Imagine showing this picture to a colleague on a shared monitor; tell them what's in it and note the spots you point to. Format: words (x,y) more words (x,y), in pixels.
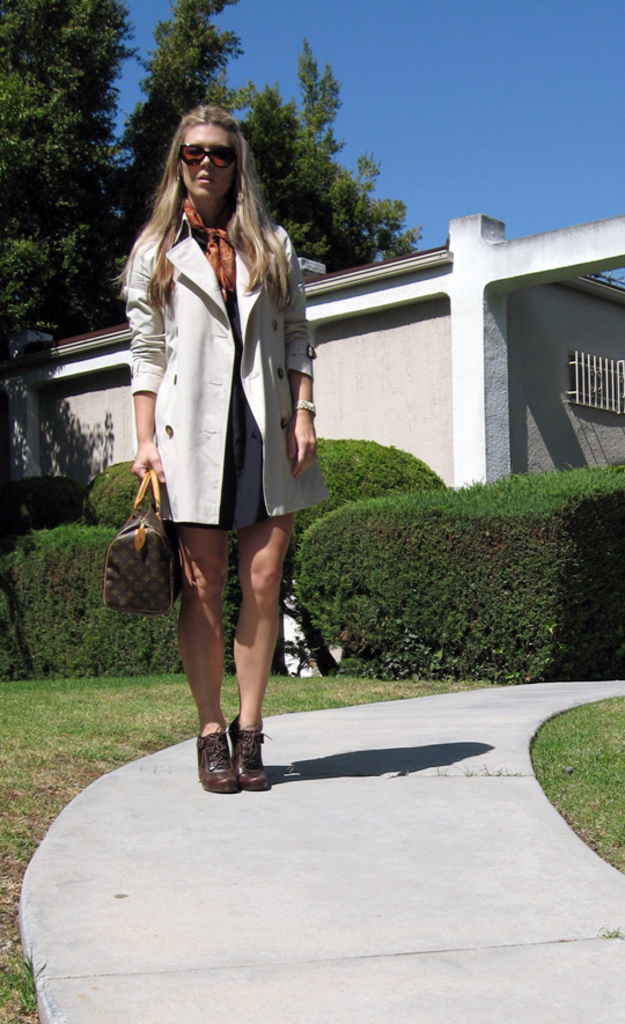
In this picture there is a woman (210,261) standing on path (381,917) and carrying a bag (152,606) and we can see grass (596,763), hedges (406,647) and wall (457,335). In the background of the image (17,54) we can see trees (4,64) and sky (485,157).
